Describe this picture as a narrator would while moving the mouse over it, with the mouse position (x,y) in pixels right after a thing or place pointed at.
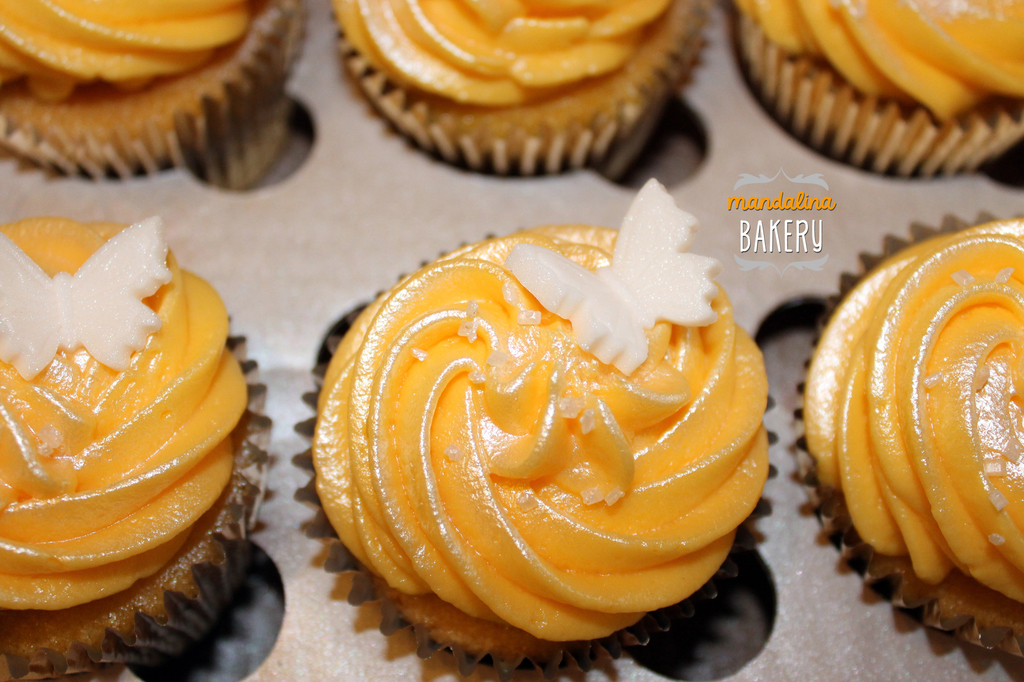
In this picture we can see some food items (619,323) on an object (309,591). On the image there is a watermark (764,221).
